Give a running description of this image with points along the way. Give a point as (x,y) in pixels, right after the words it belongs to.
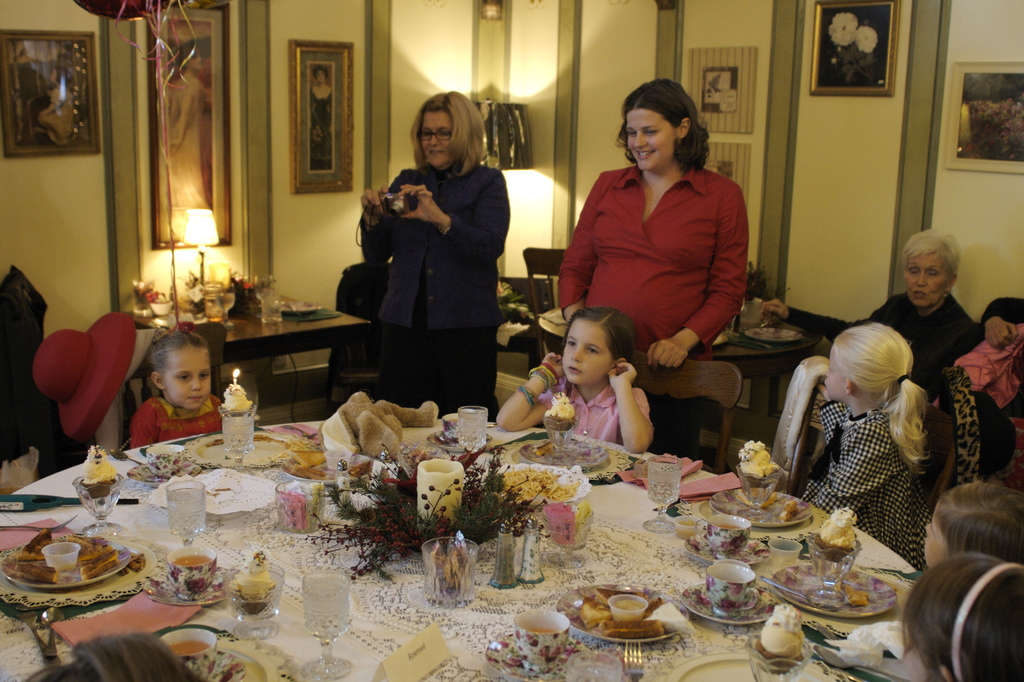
In this picture there are group of people (923,641) sitting in the chair (944,434). There is a glass (227,419), candle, cup (61,556), food (111,554) in plate (116,585), name plate (412,659), saucer (738,612), bread (628,626) other items (375,541) on table (596,526). There is a lamp (192,226), glass (208,308), bowl (160,306) on the table (252,322). There are frames (195,104) on the wall (811,218). There are two women (702,188) who are standing. There is a camera (391,200). There is a woman (905,301) sitting on the chair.
